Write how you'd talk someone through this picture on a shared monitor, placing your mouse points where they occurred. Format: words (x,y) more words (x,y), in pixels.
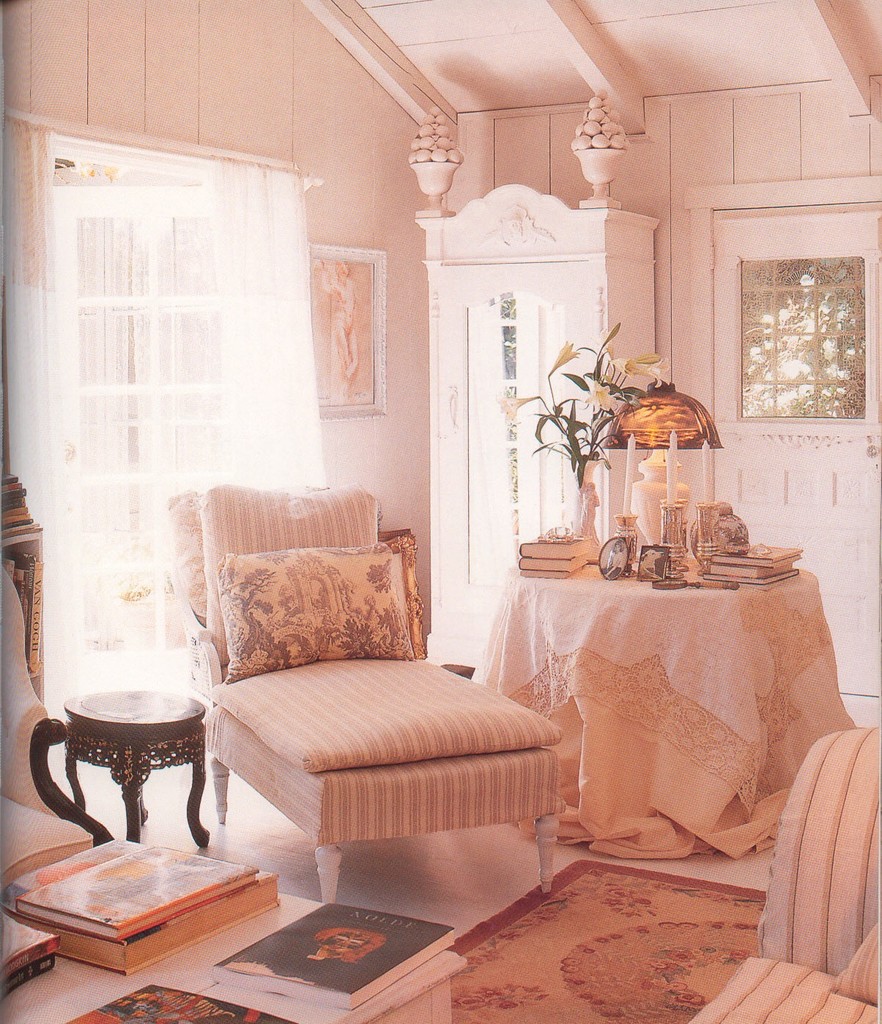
Here we can see a wooden table (153,983) where books (240,893) are kept on it and it is on the left side (220,961). This is a sofa (192,510) which is on the center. This is a table (577,617) which is covered with a cloth (704,600) and candles (711,483) are kept on it and a flower vase (597,473).
